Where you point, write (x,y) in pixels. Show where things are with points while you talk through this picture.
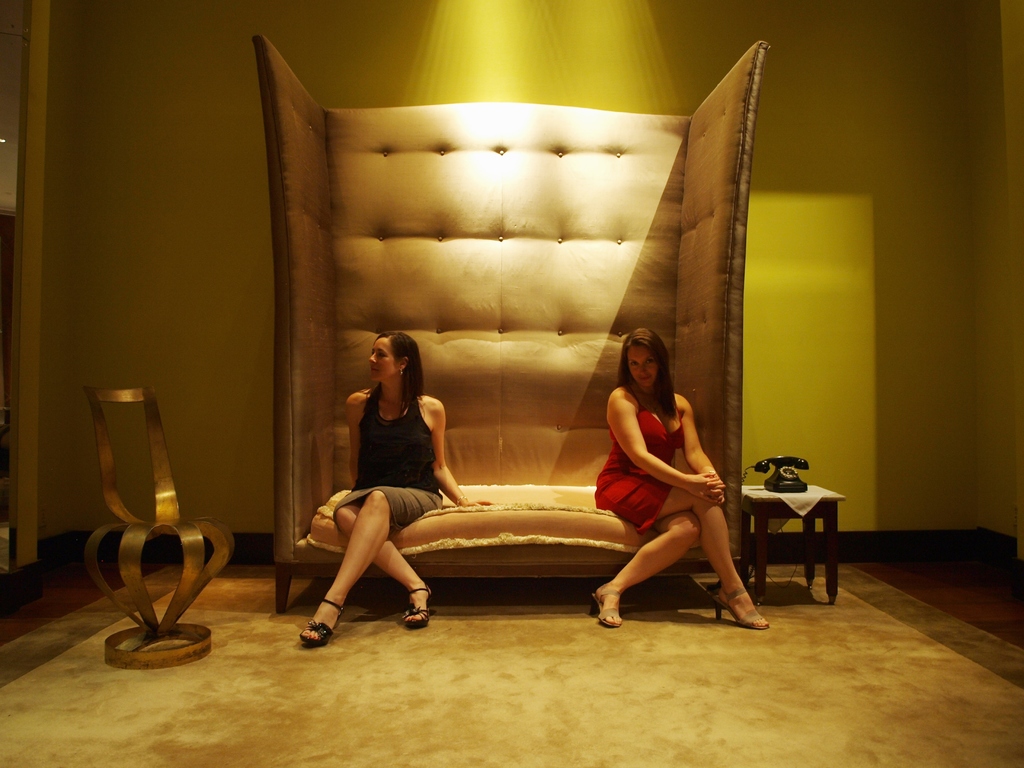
This image is taken in indoors. In the middle of the image (670,360) there is a sofa bed (307,394) and two women (374,372) are sitting on it. In the right side of the image (804,516) there is a stool (769,508) with cloth (787,503) on it and there is a telephone (783,484) on it. In the left side of the image (215,562) there is a showcase item (130,573) and at the background (179,57) there is a wall (586,35). At the bottom of the image (335,679) there is a floor (62,587) with mat (629,709).
